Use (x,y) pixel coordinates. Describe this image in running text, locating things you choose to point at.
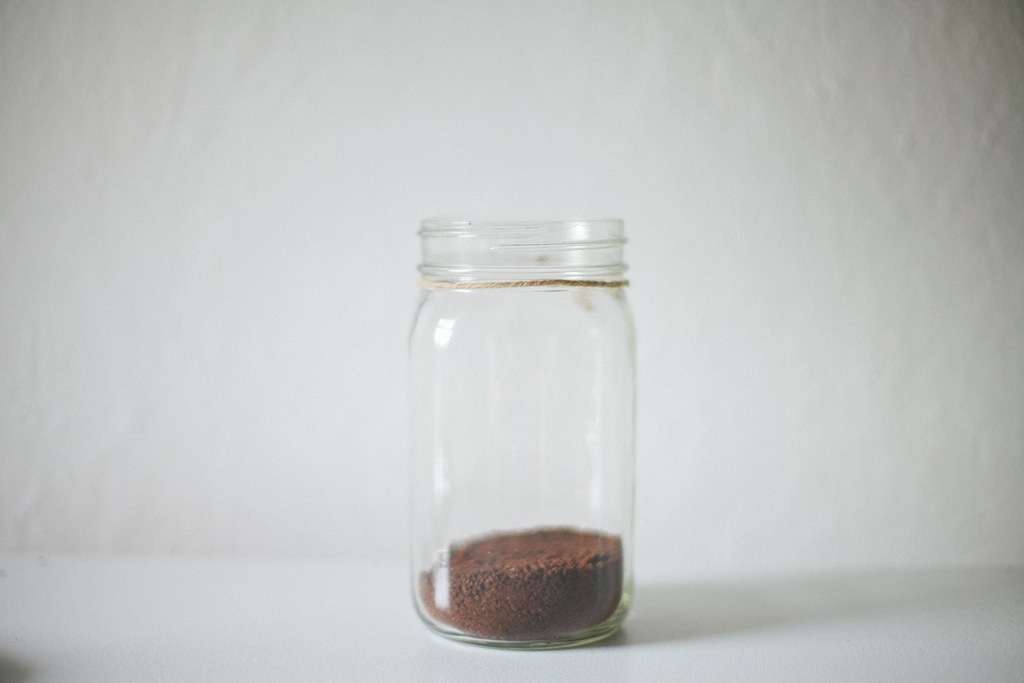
It is a glass tumbler (553,275) in which there is some soil (487,585) at the bottom (477,609).
